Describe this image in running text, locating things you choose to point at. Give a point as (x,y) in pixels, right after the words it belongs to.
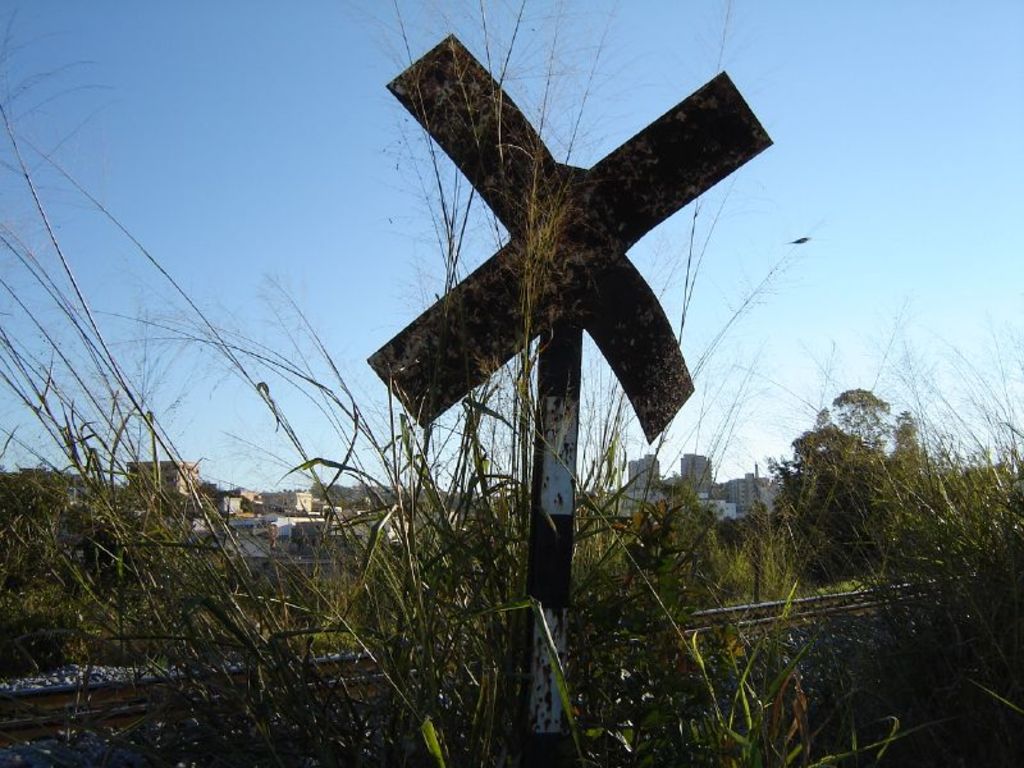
In the center of the image (537,410) we can see a railway track (155,714), stones (167,729), grass (606,560), one pole (549,679) and some object (593,267) on the pole (561,649). In the background (402,240), we can see the sky (343,265), buildings (280,527) and plants (373,506).
